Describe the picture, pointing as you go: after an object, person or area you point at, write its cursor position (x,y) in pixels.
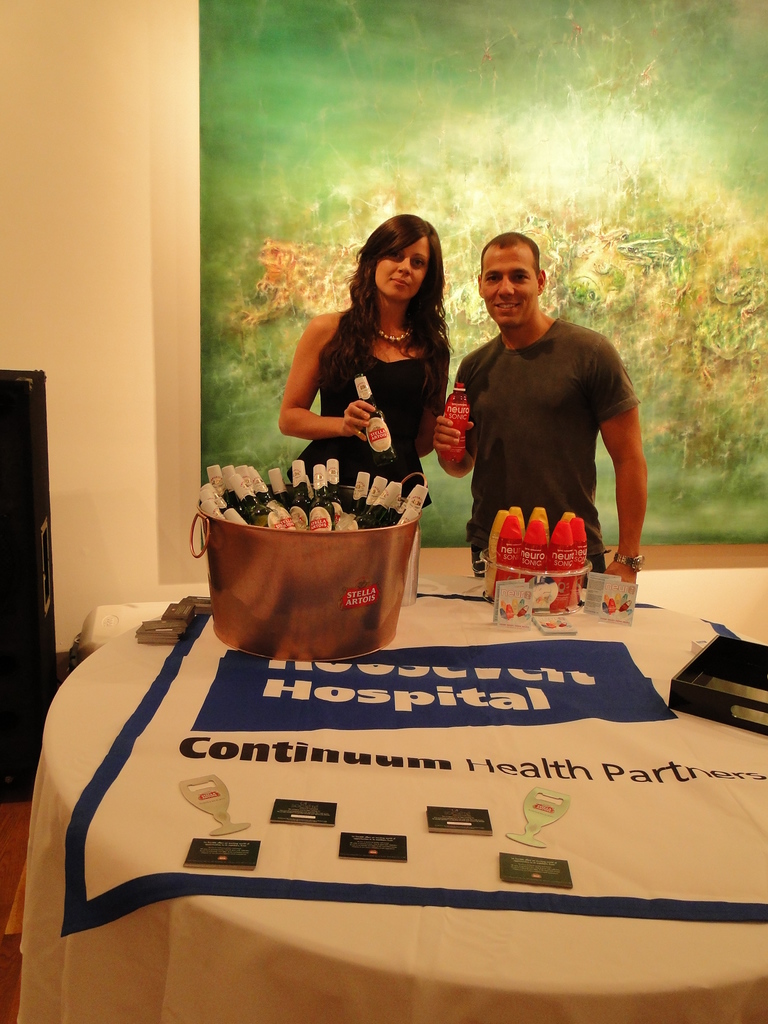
In the center (434,383) we can see two persons (421,301) were holding bottle (459,442) in their hand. In front of them we can see the table (565,786), on table (475,693) we can see cloth (331,695) and beer bottles (336,501) etc. Coming to the background (496,210) we can see the wall (148,263) and screen (366,207).
